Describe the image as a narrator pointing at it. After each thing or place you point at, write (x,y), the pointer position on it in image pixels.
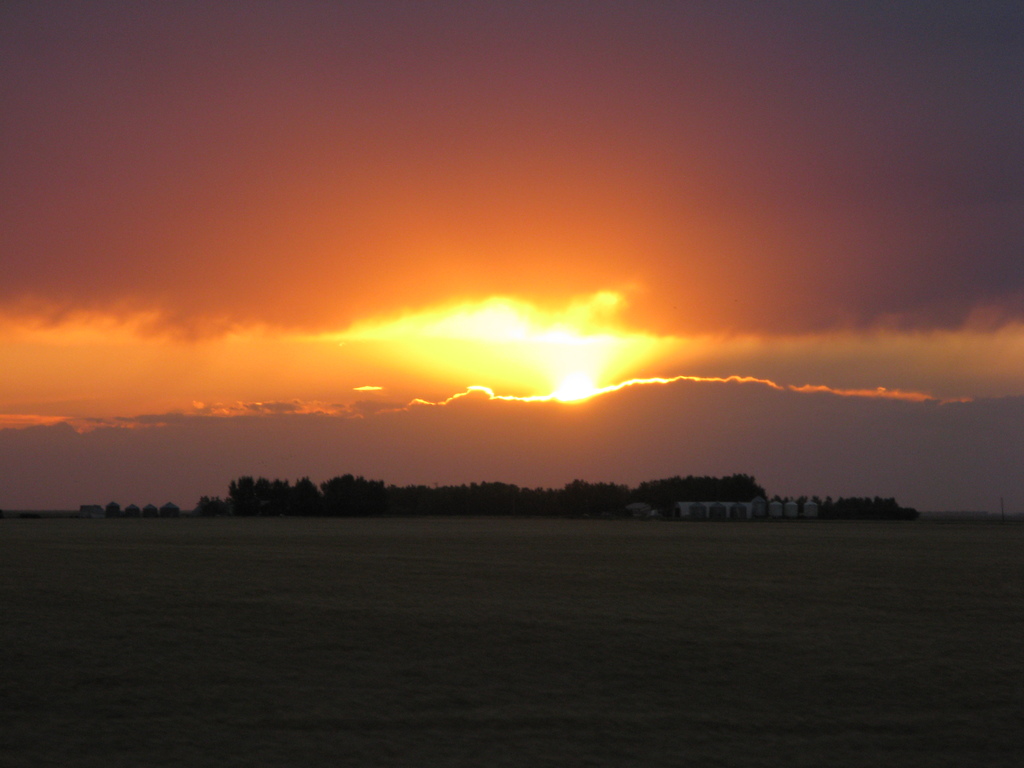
In this image I can see number of trees (231,513), the sun (572,375), clouds (416,454), the sky (807,342) and I can see the color of the sky (487,318) is orange.
